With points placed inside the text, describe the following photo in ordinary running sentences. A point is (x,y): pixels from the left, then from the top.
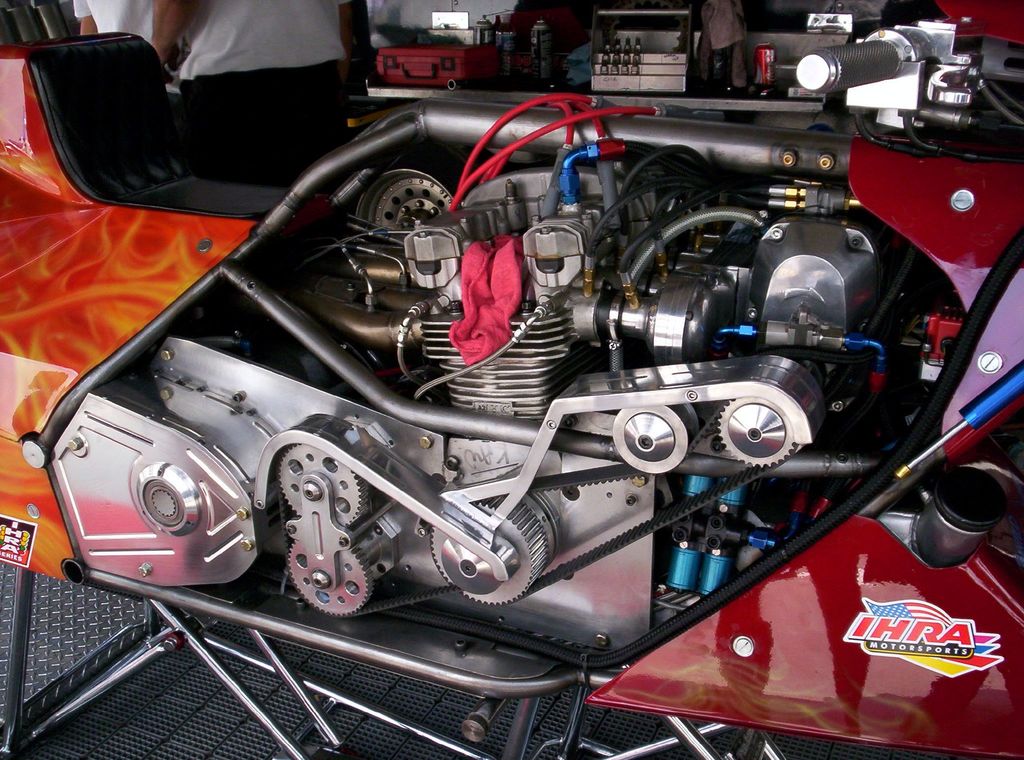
In this image we can see engine (455,199) and other parts (277,473) of the vehicle (375,234). At the top of the image (304,76) we can see two people (282,124) who are truncated.
